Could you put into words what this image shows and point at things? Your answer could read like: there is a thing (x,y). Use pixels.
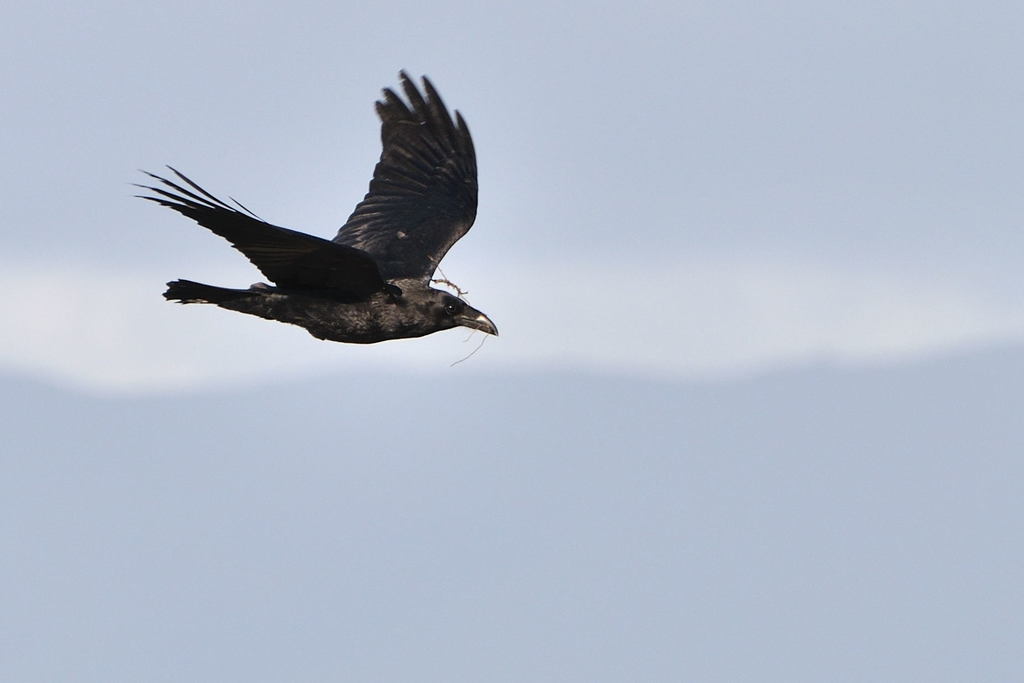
In this image we can see a bird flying in the sky (489,337).
